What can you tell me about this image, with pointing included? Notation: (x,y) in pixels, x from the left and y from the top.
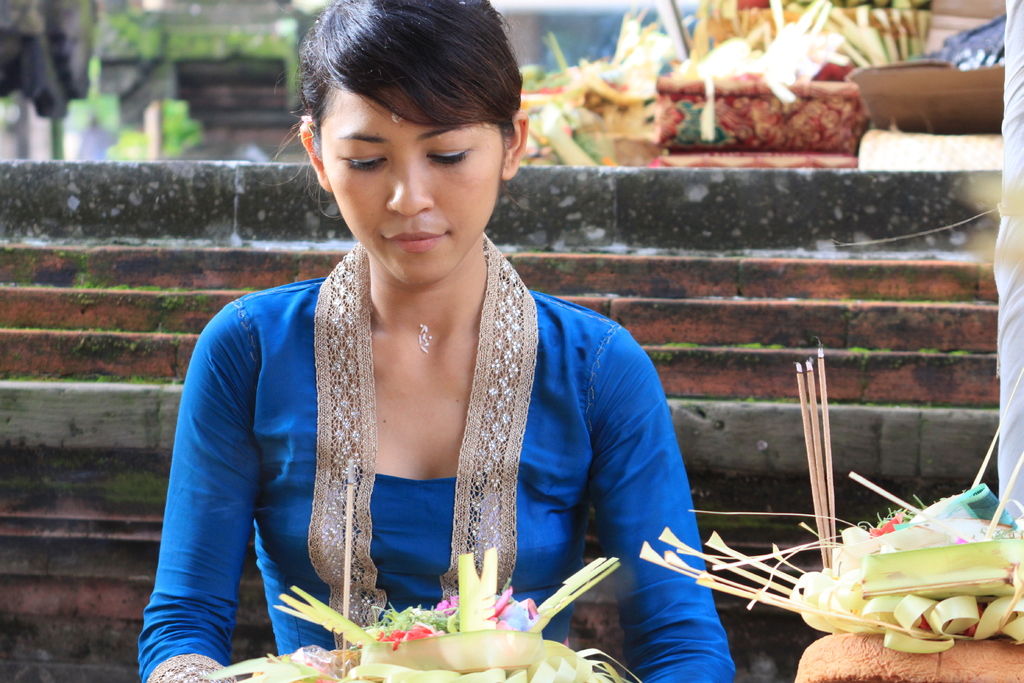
Here I can see a woman (257,380) wearing a blue color dress (275,452) and looking at the flowers (396,642) which are in front of her. On the right side (915,604) there is a flower bouquet (938,597). At the back of her there is a wall (761,294). In the background (693,84) there are some objects (661,89).
